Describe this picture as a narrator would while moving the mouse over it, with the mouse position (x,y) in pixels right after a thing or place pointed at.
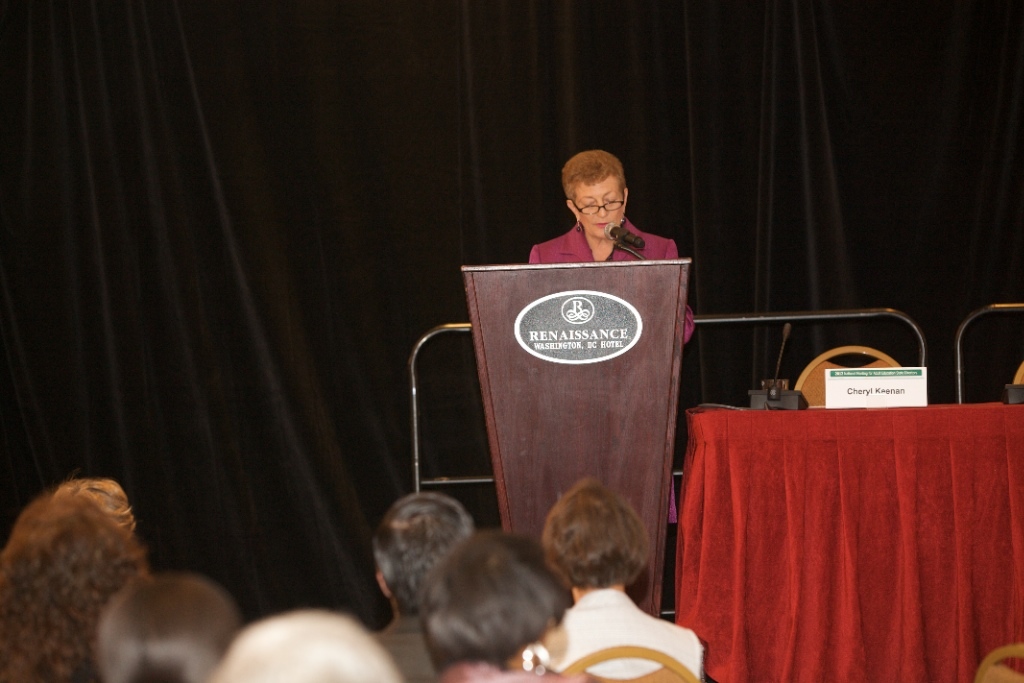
At the bottom (151,607) there are few people (159,605) sitting on a chairs (614,656) facing towards the back side (472,582). In the background (578,234) there is a person (611,245) standing in front of the podium (559,272) and speaking on the mike (639,241). On the right side (863,432) there is a table (812,528) which is covered with a red color cloth (830,538). On the table (910,418) there is a name board (834,381) and a microphone (776,395). Behind the table (857,419) there is a chair (839,352). In the background (510,138) there is a black color curtain (730,165) and also I can see two metal rods (803,319).
